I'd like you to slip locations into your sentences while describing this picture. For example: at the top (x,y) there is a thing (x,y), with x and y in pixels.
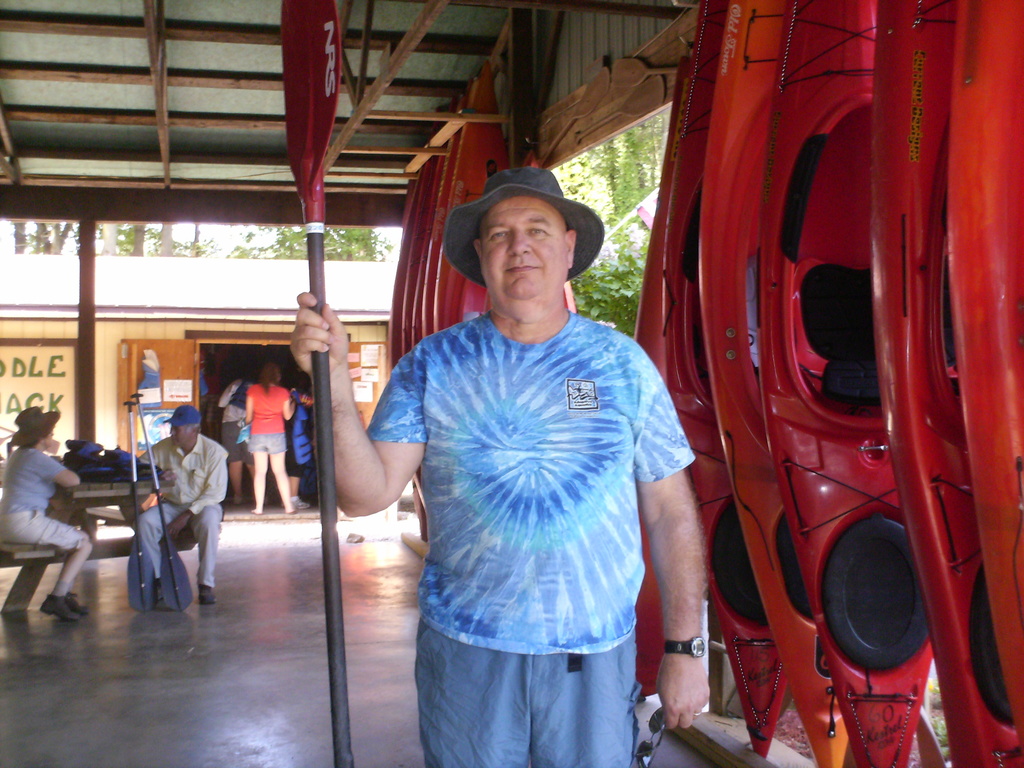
In this image we can see there is a shed (87,420), in the shed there is a person (458,477) holding a paddle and spectacles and there are plastic boats (829,468). There are persons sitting on the bench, in front there is a table (121,488), on the table (107,483) there is a bag (104,467). At the back (181,348) there is a building (245,485) and persons (306,427) standing in it. And there are trees (628,170).
